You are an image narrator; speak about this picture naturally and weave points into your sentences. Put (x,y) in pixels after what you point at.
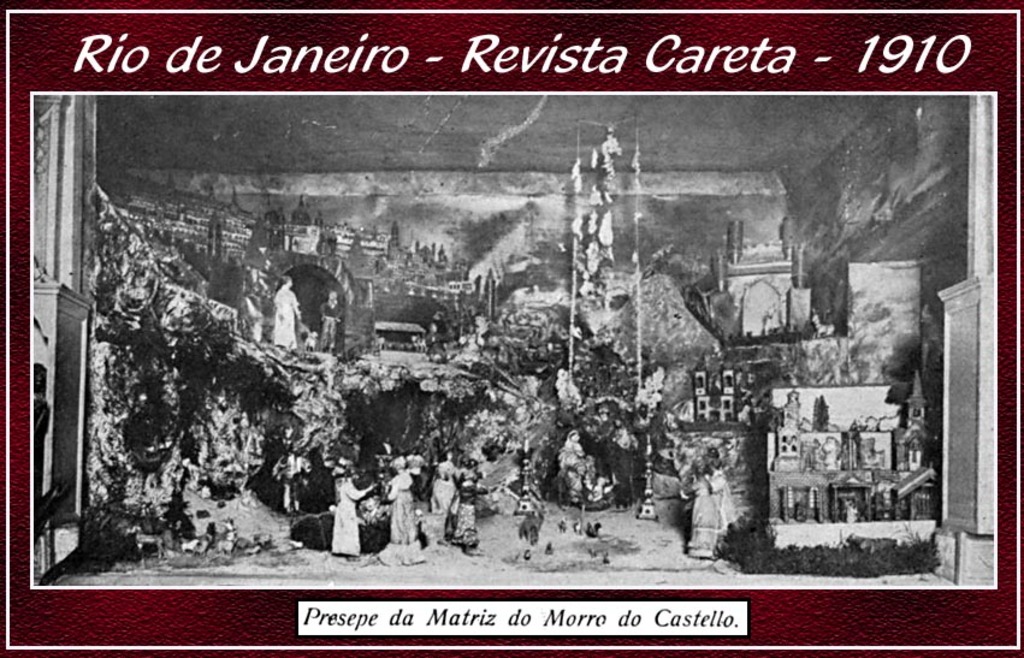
In this image we can see there is an old photo (617,281) and something is written on it. It says Rio de Janeiro revista Careta 1910.
